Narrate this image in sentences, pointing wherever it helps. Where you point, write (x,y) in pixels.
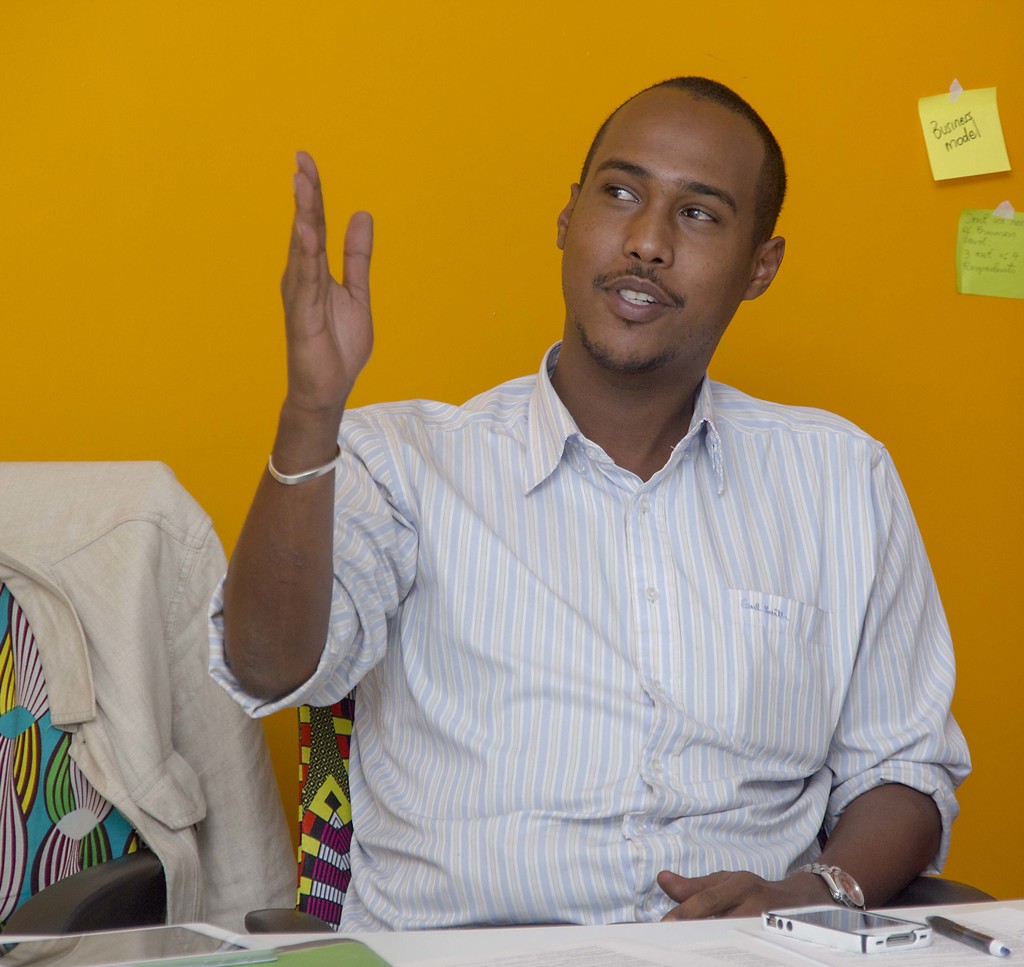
In this image we can see one person (590,507) sitting on the chair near the table (669,961) and talking. There are two chairs (332,807), one yellow wall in the background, two sticky papers (965,134) with text (952,129) attached to the yellow wall (81,199), one shirt (202,730) on the chair (41,681), one pen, one touch screen cell phone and one green object (345,962) on the white table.
